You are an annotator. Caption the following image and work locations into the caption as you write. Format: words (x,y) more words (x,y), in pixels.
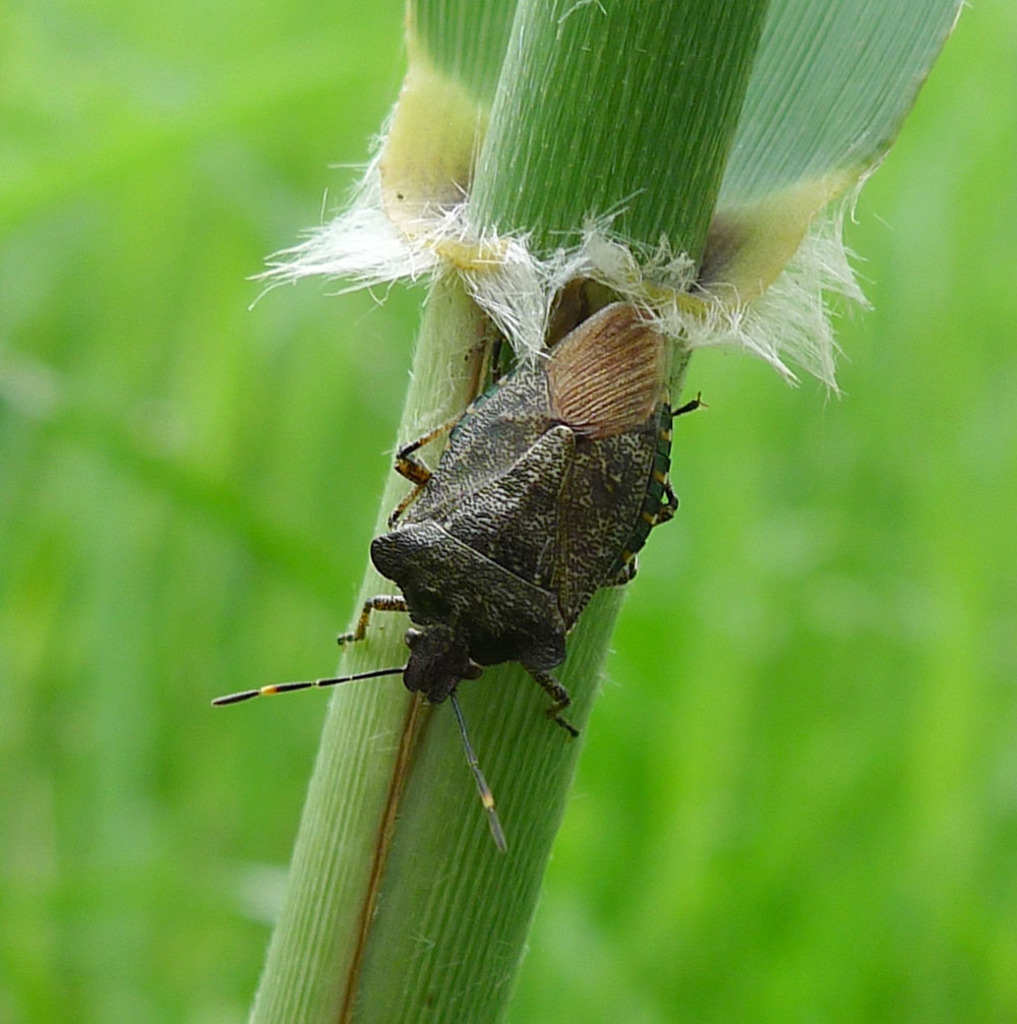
In the image there is an insect (551,563) crawling on the stem (452,884) of a plant (452,884) and the background of the plant (641,142) is blur.
